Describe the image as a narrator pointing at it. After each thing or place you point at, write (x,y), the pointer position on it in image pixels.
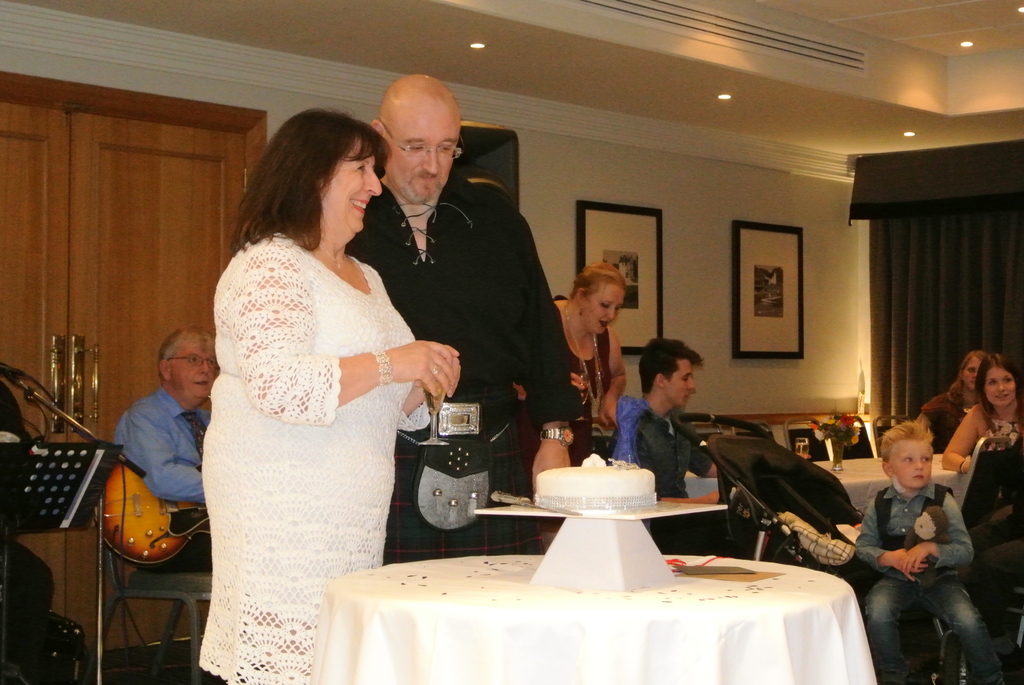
In this image there are some persons (433,291), in the foreground (433,291) there are two persons (462,320) standing and smiling. In front of them there is table (453,617), on the table (805,577) there is cake (547,502) and in the background (896,450) there are some tables (870,465) and some persons (925,476) are sitting on chairs (969,483). On the table (940,476) there are some glasses (807,451) and flowers (818,425), on the left side (190,451) there is one person (176,484) sitting and he is holding a guitar (153,509) beside him there is one board (36,486) and there are some photo frames (647,286) on the wall (839,224). On the left side (58,179) there is door (148,209), on the right side (940,209) there is curtain (979,290) and at the top (839,41) there is ceiling (611,82) and some lights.
